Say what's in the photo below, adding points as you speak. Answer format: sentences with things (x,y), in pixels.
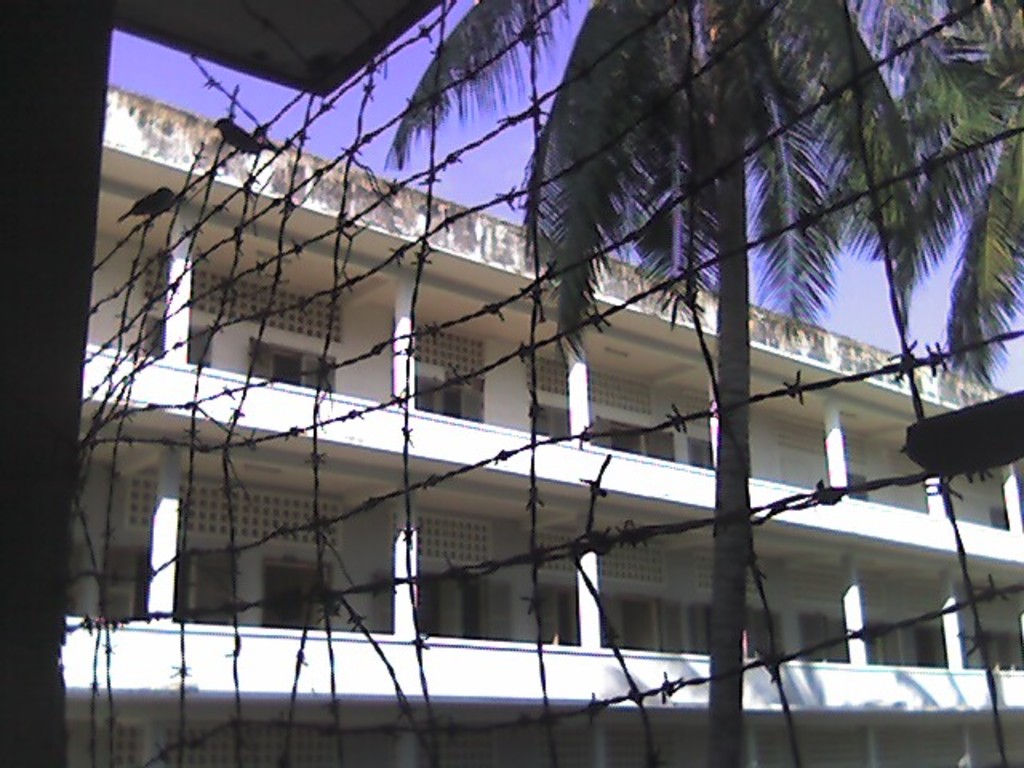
There is an iron fence (733,223). In the background (764,490), there are trees (698,100), a building (775,584) which is having windows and there is a sky (936,307).
